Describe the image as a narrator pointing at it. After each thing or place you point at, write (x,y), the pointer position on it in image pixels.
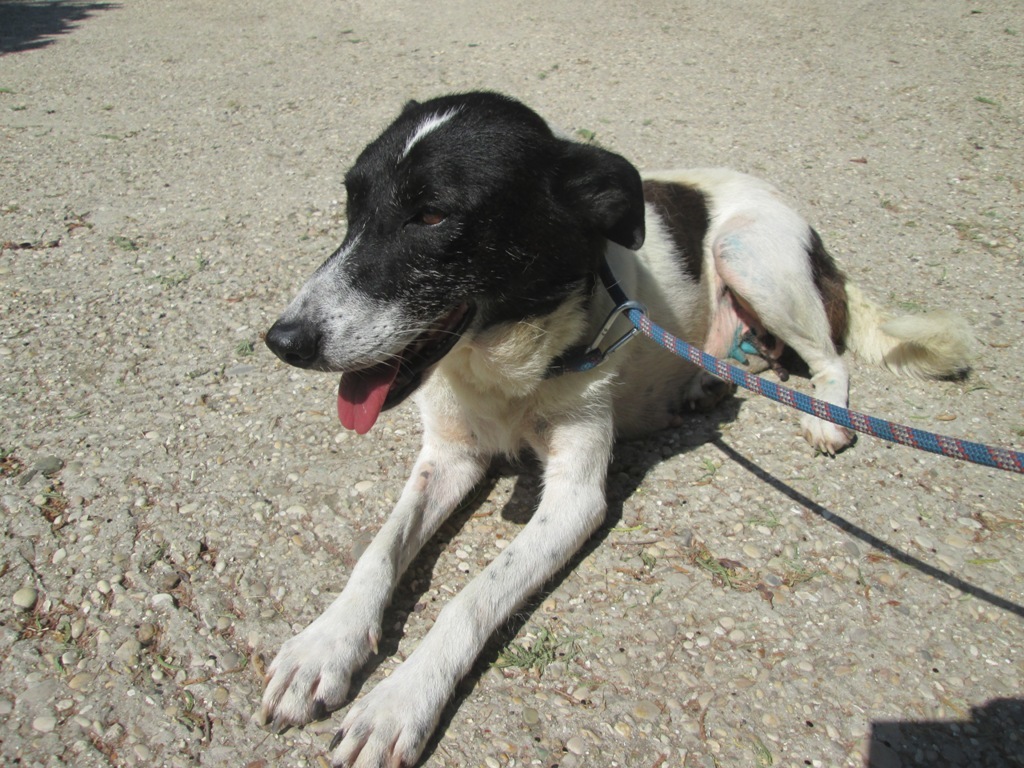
In this image we can see a dog (854,326) sitting on the ground (521,617), and wearing a belt (636,333).
